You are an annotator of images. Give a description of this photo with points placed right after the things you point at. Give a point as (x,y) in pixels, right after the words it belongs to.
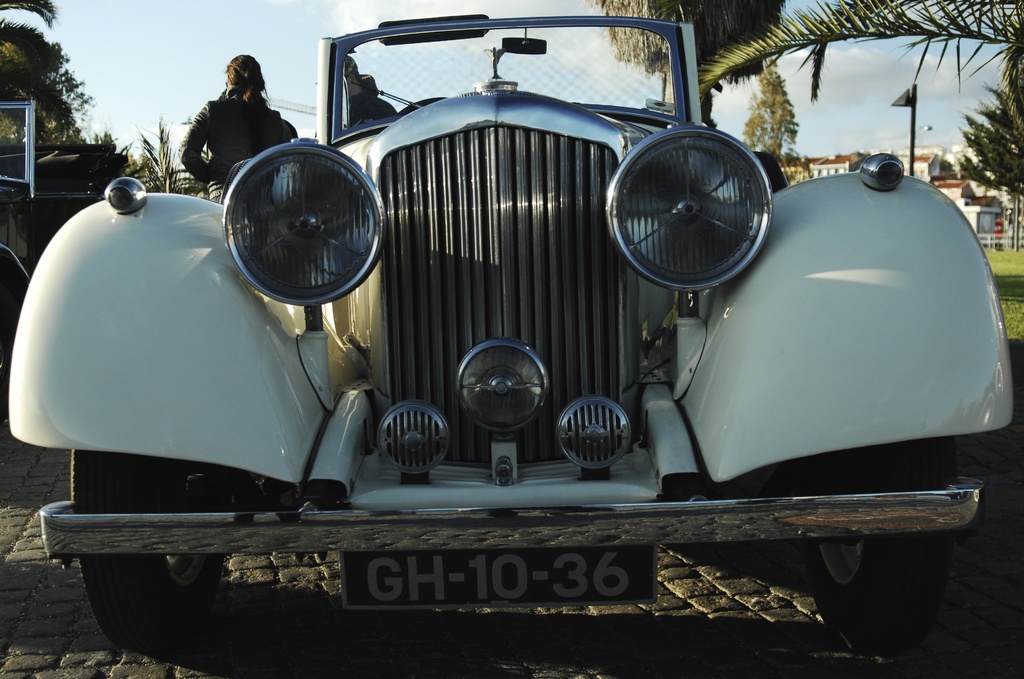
In this picture there is a white car (759,234) which is parked near to the plant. On the left (203,138) there is a woman (215,120) and she is standing near to the black car (18,199). In the background (995,202) i can see many buildings (816,171), trees (989,169), street lights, fencing (1009,237) and grass (1022,296). At the top (353,20) i can see the sky (260,20) and clouds (379,0).
